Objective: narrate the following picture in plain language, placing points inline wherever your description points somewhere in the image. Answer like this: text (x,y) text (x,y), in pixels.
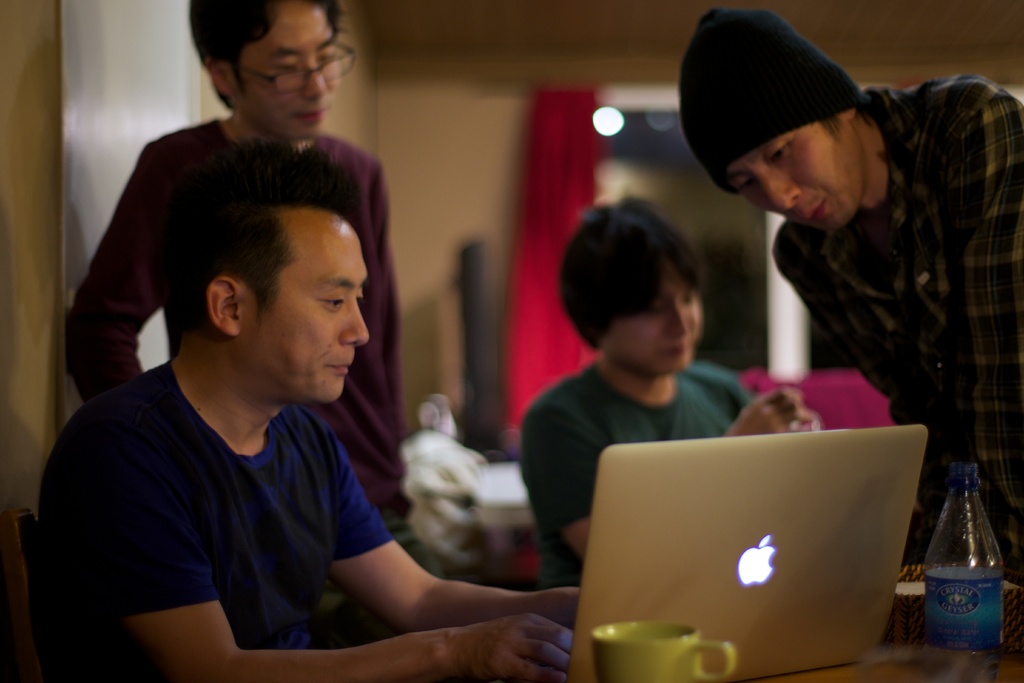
In this picture there is a man (331,528) who is sitting near to the table (1007,666). On the table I can see the water bottle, cup (619,669) and laptop (804,577). Besides him there is another man (364,204) who is wearing spectacle (316,77) and t-shirt (377,256). He is standing near to the wall (88,190). On the right (919,403) there is a man (956,142) who is wearing cap (764,106) and shirt (924,338). Beside him there is another man (600,382) who is sitting on the chair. In the back (726,207) I can see the door (754,219), red cloth (544,220), light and other objects (470,398).
